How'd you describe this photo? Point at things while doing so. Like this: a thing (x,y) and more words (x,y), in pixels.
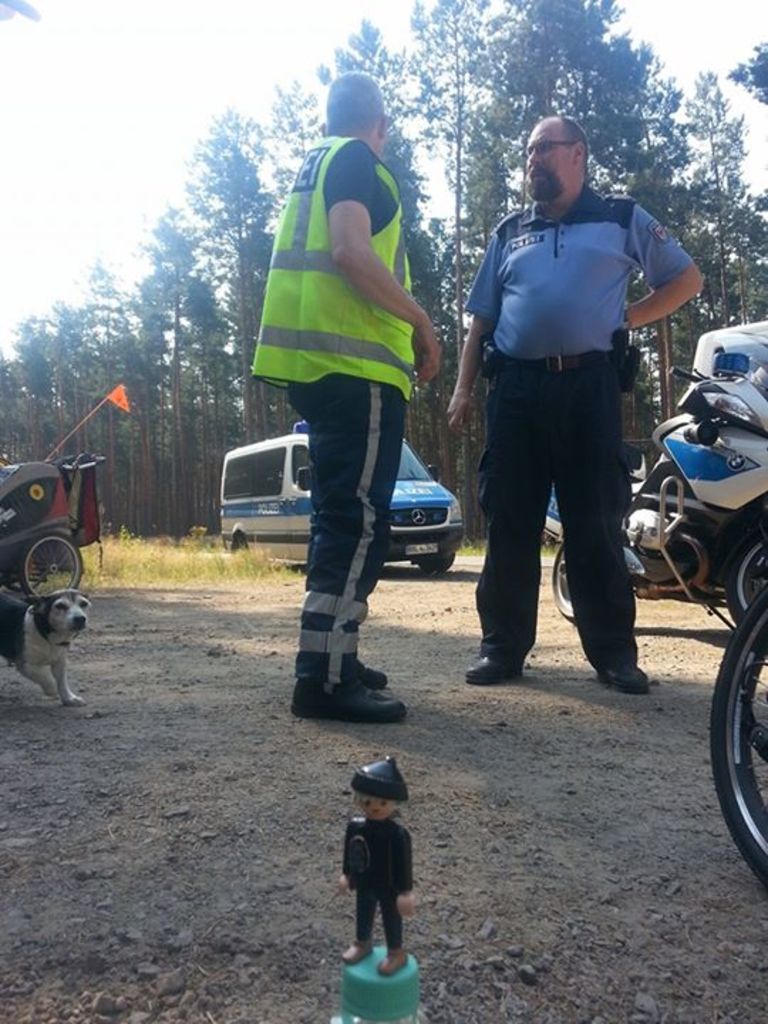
In this image we can see people (529,413) standing. On the left (69,634) there is a dog (69,634) and we can see vehicles (420,534). At the bottom (397,962) there is a figurine (359,956). In the background (96,222) there are trees (127,490) and sky (210,1).
